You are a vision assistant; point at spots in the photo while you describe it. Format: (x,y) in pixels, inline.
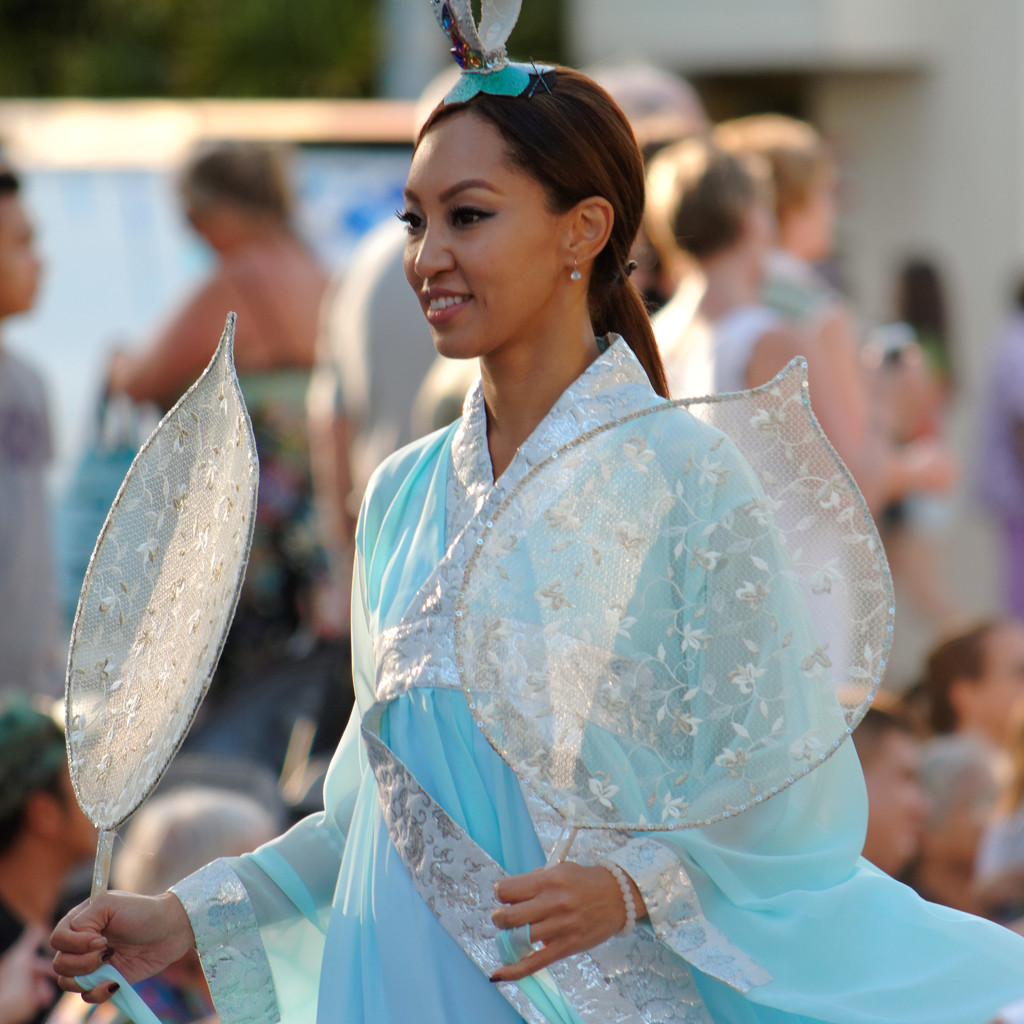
This picture is clicked outside. In the foreground (526,110) there is a woman (446,611) wearing a blue color dress (447,787), holding some objects (172,517) and seems to be walking. In the background (748,308) we can see the group of people (3,312) and a building (915,45) and some other objects (88,280).
